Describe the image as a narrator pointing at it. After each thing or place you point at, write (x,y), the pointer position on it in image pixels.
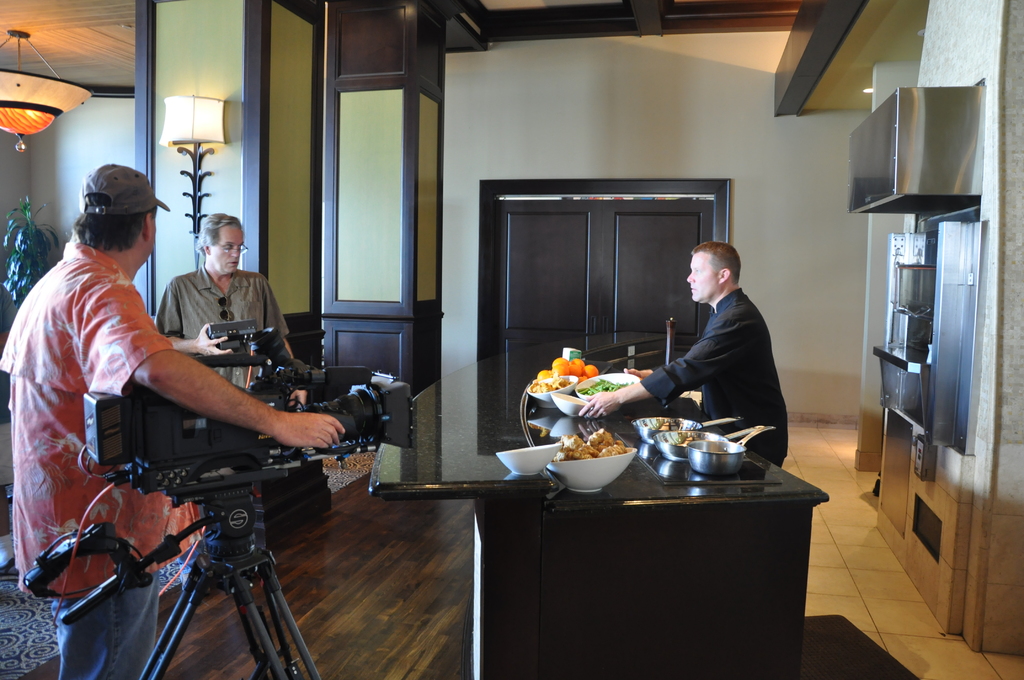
In this image, there are a few people (91,230) holding objects (157,409). We can see a table (428,393) with some objects (616,373) like bowls (600,380) and food items (600,436). We can see the ground (337,580) with some objects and a plant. We can also see the wall (632,92) and some lights (35,87). We can also see a metal object (941,114) attached to the wall (980,355) on the right (959,363).
